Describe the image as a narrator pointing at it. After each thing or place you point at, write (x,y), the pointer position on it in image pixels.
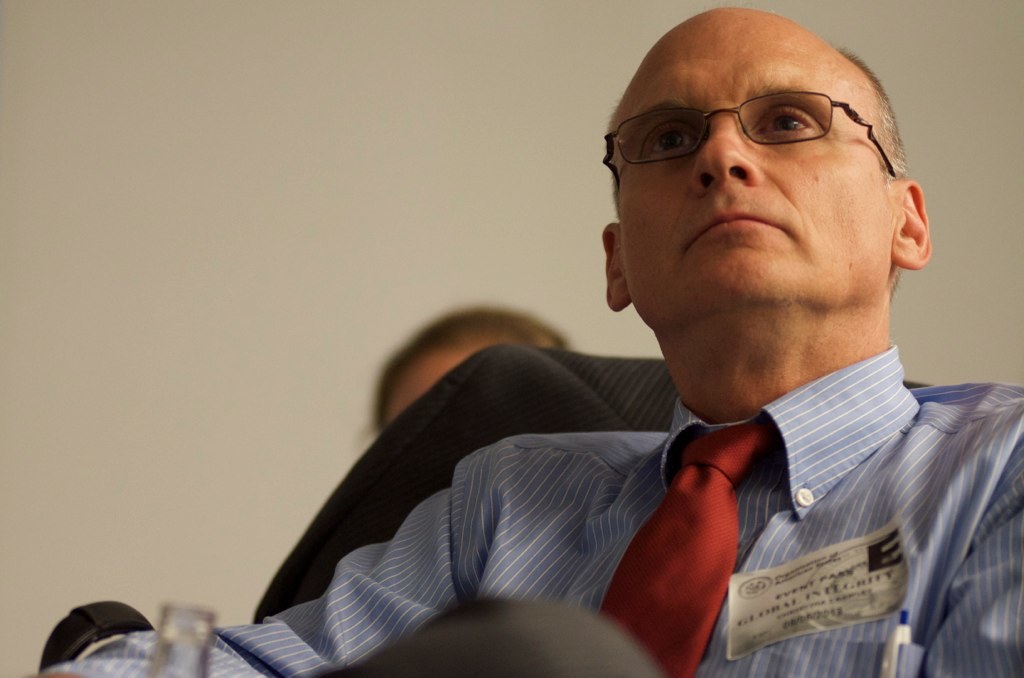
As we can see in the image there is wall (297,260), a man (790,182) wearing blue color shirt (844,518), red color tie (652,524) and sitting on chair (436,478).
